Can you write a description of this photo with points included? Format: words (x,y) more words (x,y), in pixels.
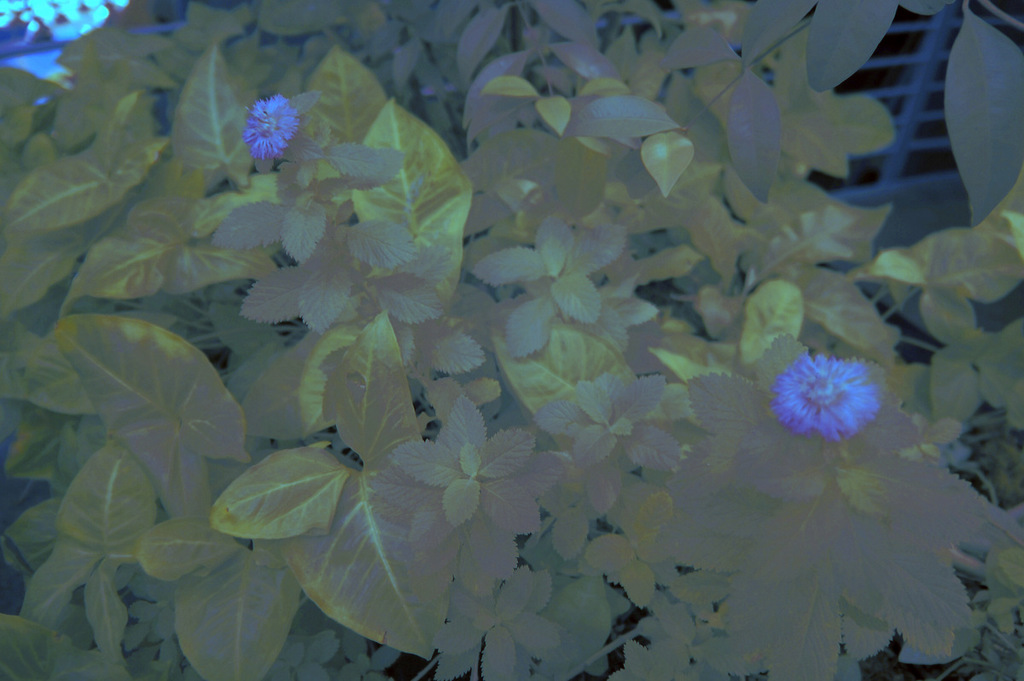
This is an edited image. I can see the plants (393,271) with the leaves (662,384) and flowers (844,409). These flowers (847,391) are blue in color.
